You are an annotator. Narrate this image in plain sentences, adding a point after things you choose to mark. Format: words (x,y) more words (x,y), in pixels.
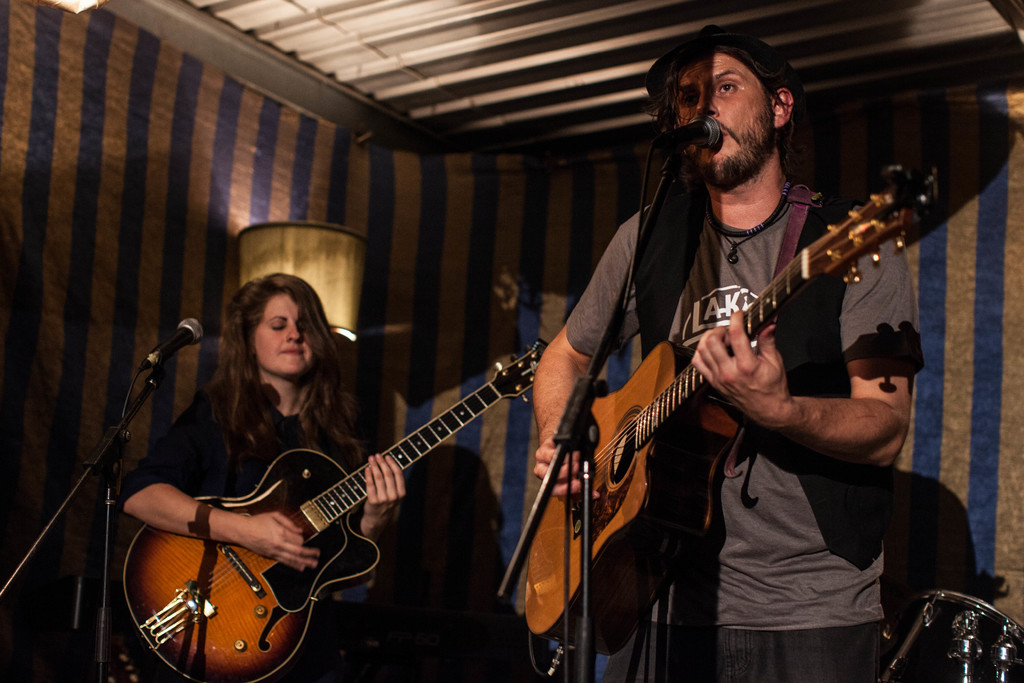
In this picture we can see a women (294,421) and a man (663,64) who are standing in front of mike (185,334). They are playing guitar (219,657). On the background (485,235) there is a wall (455,242).
